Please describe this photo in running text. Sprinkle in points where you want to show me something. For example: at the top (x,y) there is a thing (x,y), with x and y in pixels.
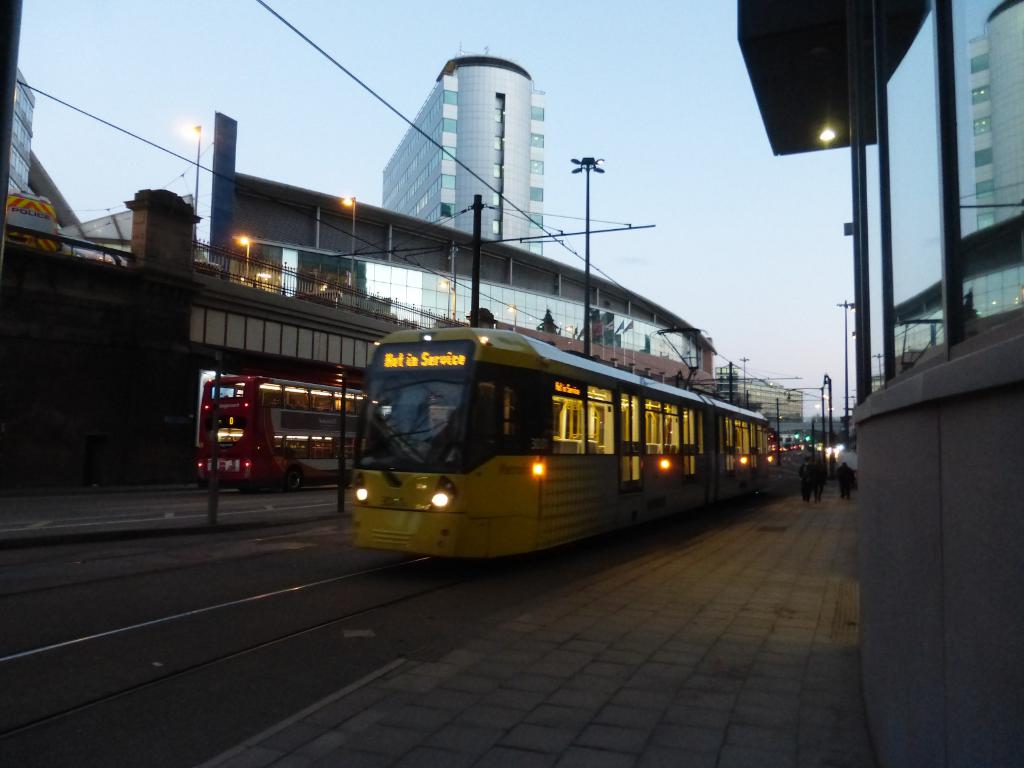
In this picture I can see there is a tram (422,465) on to right (687,468) and a bus (246,440) on left (238,451) and there are few buildings (1008,180) into right and left. There are few poles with lights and there is a bridge (395,327) on to left (235,266). The buildings (471,236) have glass windows (975,293).
